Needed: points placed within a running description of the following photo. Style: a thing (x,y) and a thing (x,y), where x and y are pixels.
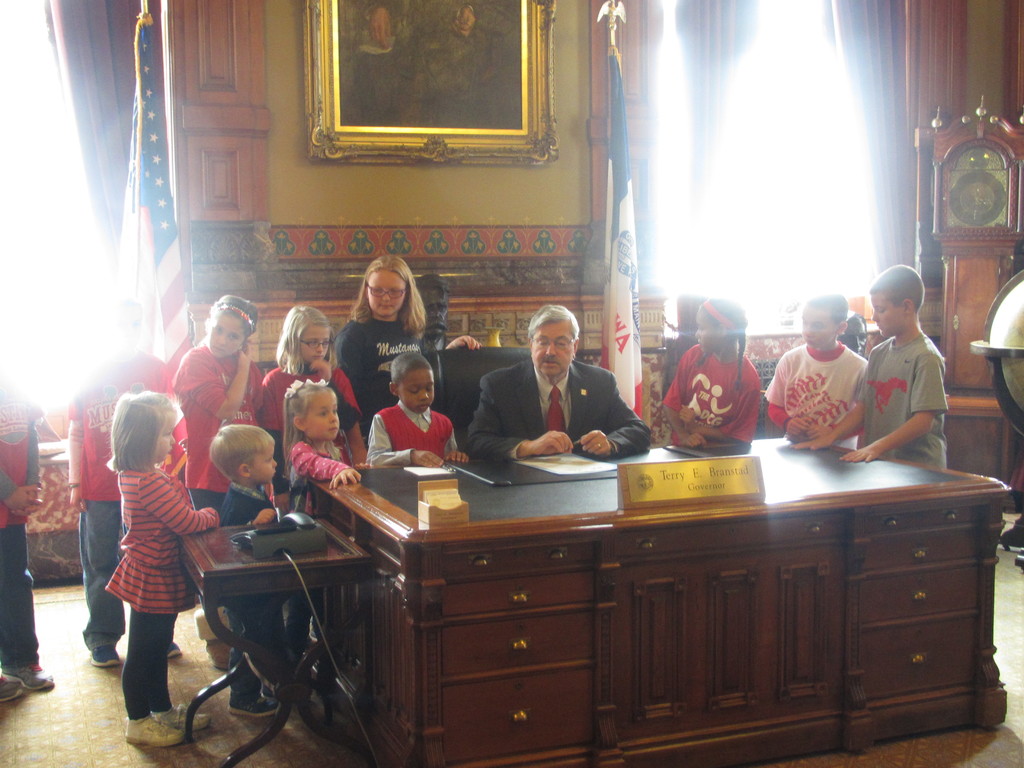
In this image I can see a man (505,441) is sitting on a chair (464,416) and here I can see number of children (735,304). In the background (157,241) I can see two flags (622,100), a frame (397,154) on this wall (433,202) and here I can see a clock (959,211).
